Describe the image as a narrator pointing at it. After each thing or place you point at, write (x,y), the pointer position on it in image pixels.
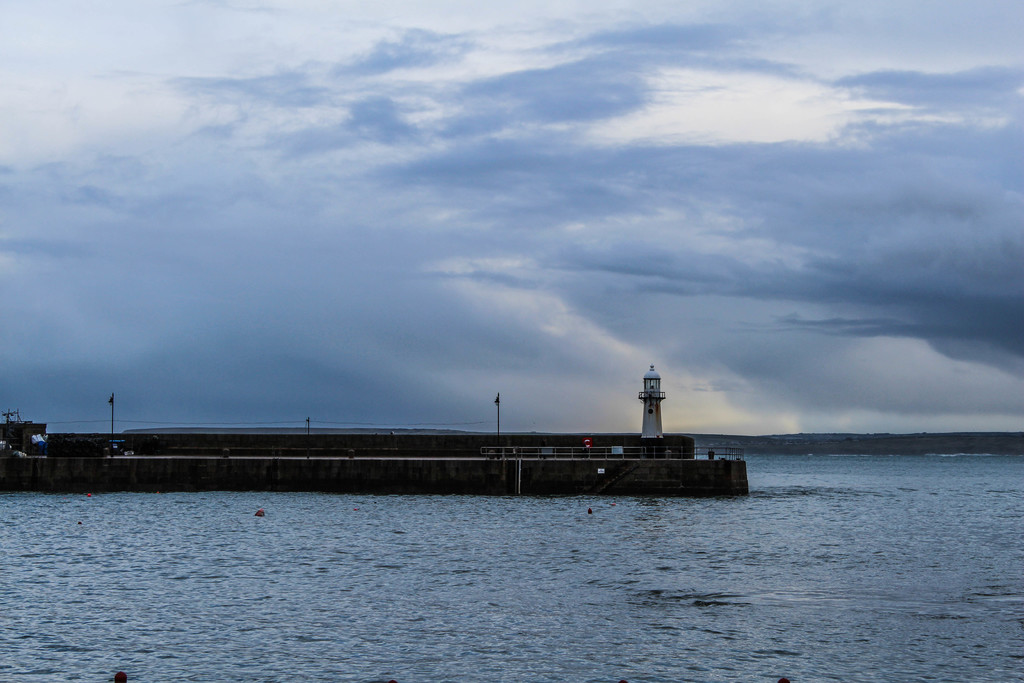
In this image I can see the water (481,568). In the background (766,389) I can see the lighthouse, few poles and the railing (717,454) and the sky (553,207) is in blue and white color.
